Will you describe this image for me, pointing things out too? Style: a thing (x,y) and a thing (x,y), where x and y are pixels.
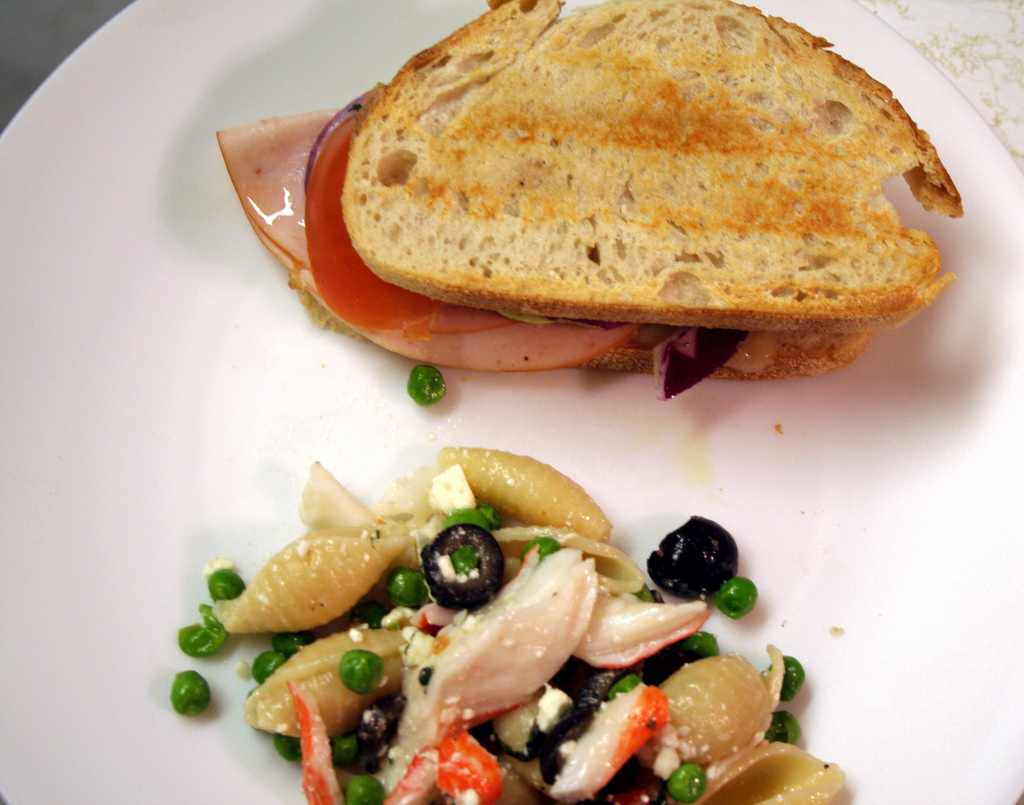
In this picture we observe a salad (441,669) and a toast (549,256) in which there is sliced meat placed in it.
